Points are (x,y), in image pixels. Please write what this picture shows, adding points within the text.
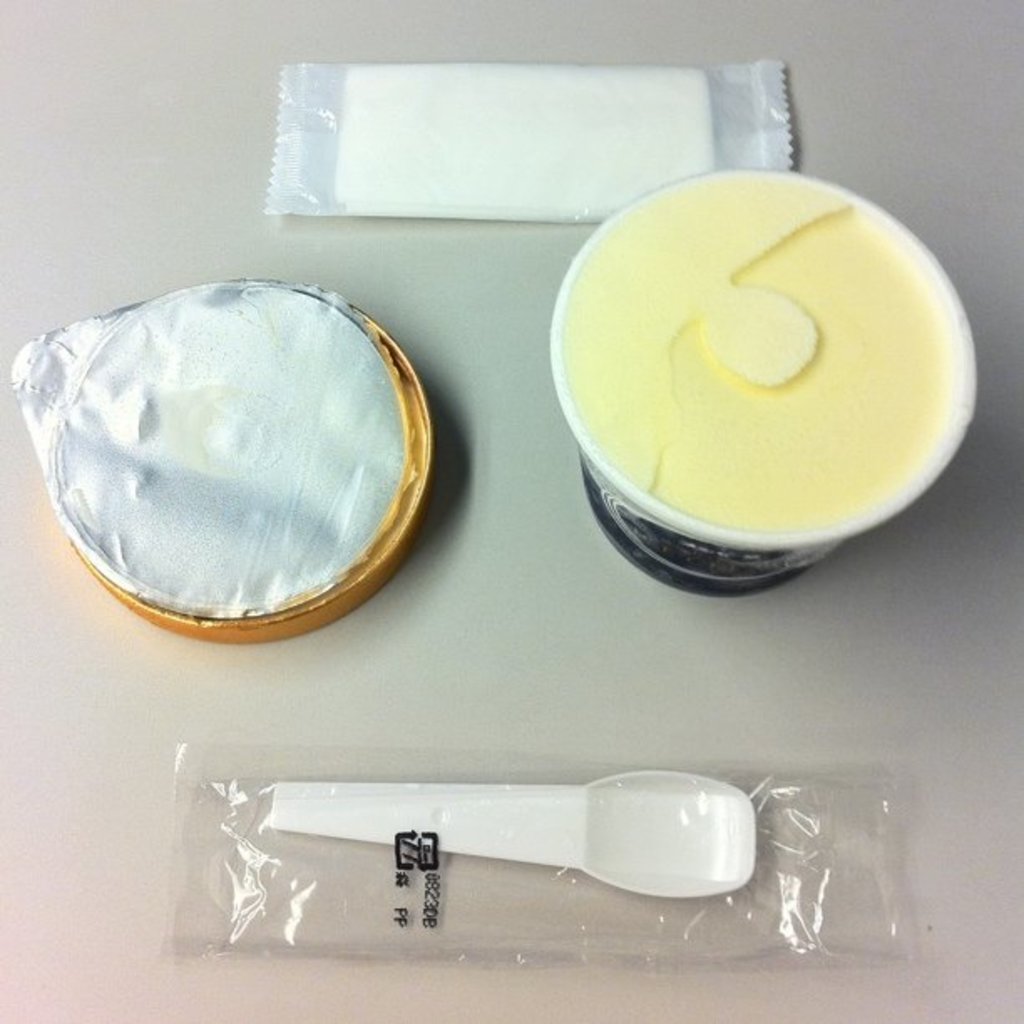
Here is a table (113,192) on which we see a bowl (332,603) which is covered with silver color sheet (186,444). On the right (807,560), we see a cup (634,523) in which butter (793,333) like is filled in it. Behind the cup (675,417), we find a cover (470,101) in which cloth (641,146) is there. In front (272,884), we can see a plastic cover (390,865) in which we can see white color spoon (605,812) in it.
